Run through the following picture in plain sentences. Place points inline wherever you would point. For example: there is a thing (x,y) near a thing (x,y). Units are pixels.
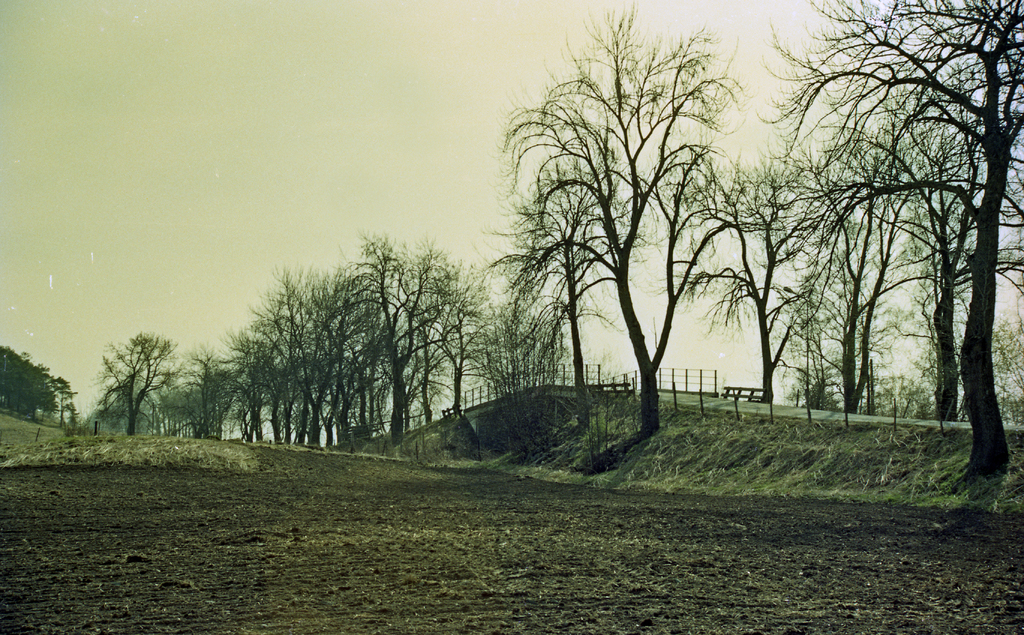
The picture is taken along the countryside (273,364). In the foreground of the picture (612,495) it is field (333,478). In the center of the picture (479,422) there are trees (480,359) and a bridge (526,389). It is sunny. This is an edited image.
